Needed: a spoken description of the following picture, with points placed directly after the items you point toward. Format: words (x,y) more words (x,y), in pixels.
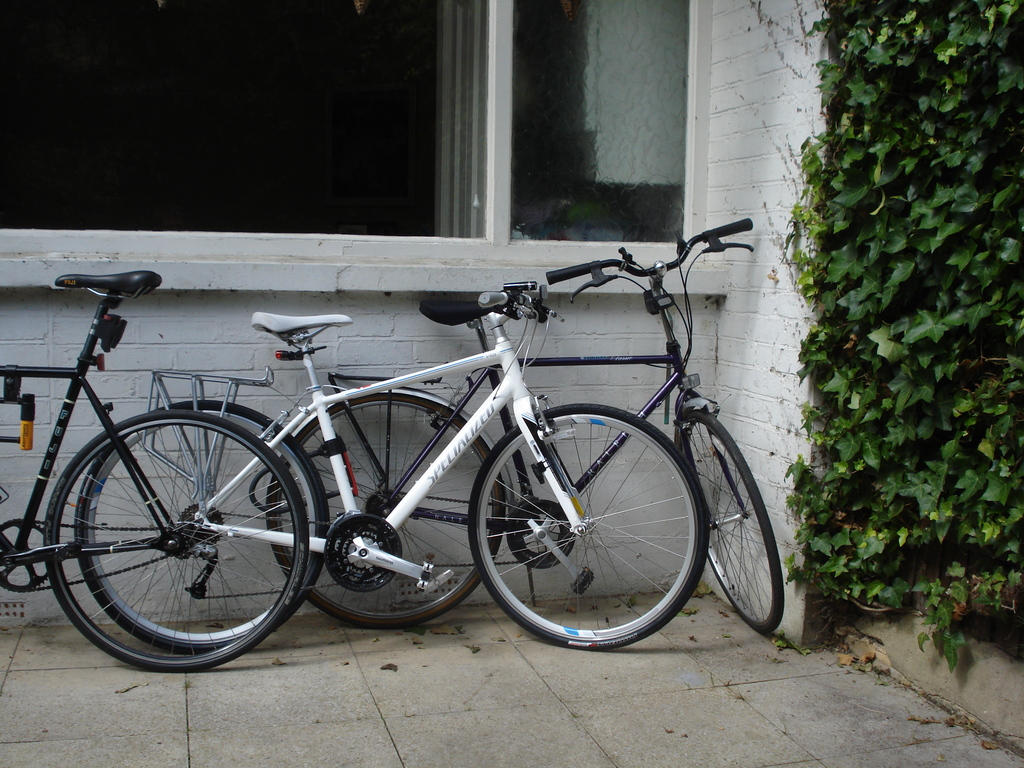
In this image there are bicycles (153,417), in the background (723,382) there is a wall (728,401), to that wall (728,401) there is a window (428,110), on the right side (908,284) there are plants (895,346).
